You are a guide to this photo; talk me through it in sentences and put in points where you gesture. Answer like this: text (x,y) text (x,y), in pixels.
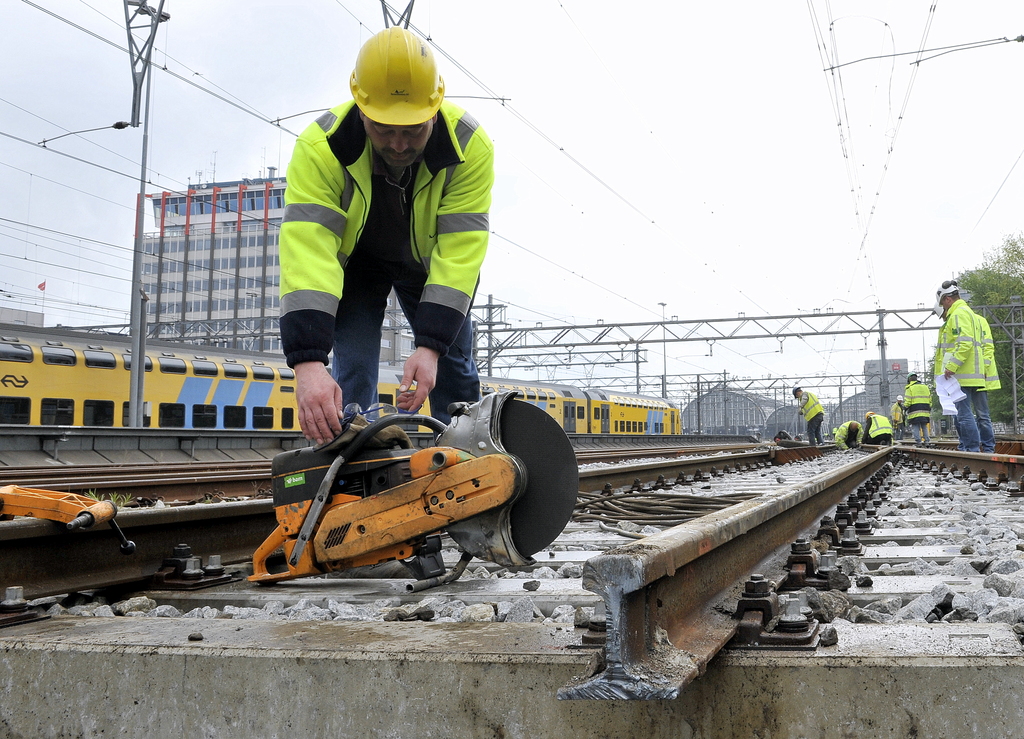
In this picture we can see a train (91,392), beside this train (172,367) we can see railway tracks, people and metal objects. In the background (924,14) we can see buildings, electric poles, trees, wires (842,144) and sky (617,161).
